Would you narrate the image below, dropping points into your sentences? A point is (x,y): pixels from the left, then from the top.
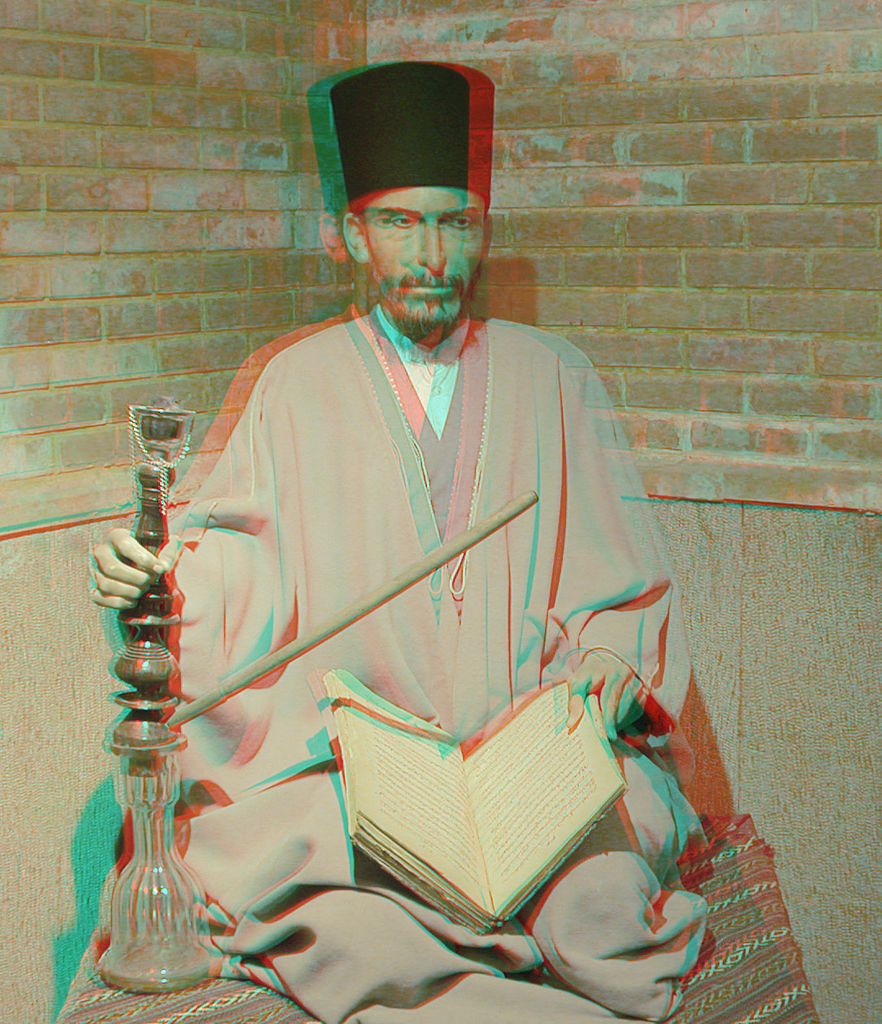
In the image there is a man (456,645) sitting on the cloth (247,996) and holding the book (484,783) in his hand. And in other hand (100,558) there is a hookah (154,743) with pipe (529,501). Behind him there is a brick wall (594,125).
